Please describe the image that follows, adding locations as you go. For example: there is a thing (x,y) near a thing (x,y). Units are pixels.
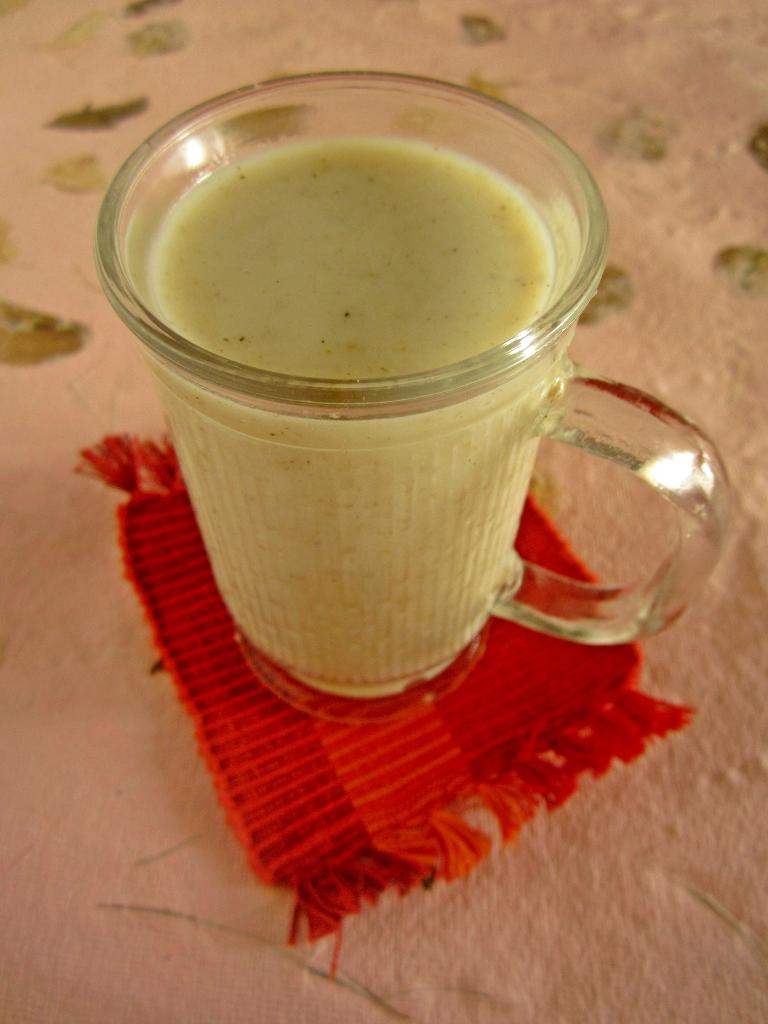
In the image there is a glass (404,408) filled with some drink (352,362) is kept on a red cloth (238,662).
